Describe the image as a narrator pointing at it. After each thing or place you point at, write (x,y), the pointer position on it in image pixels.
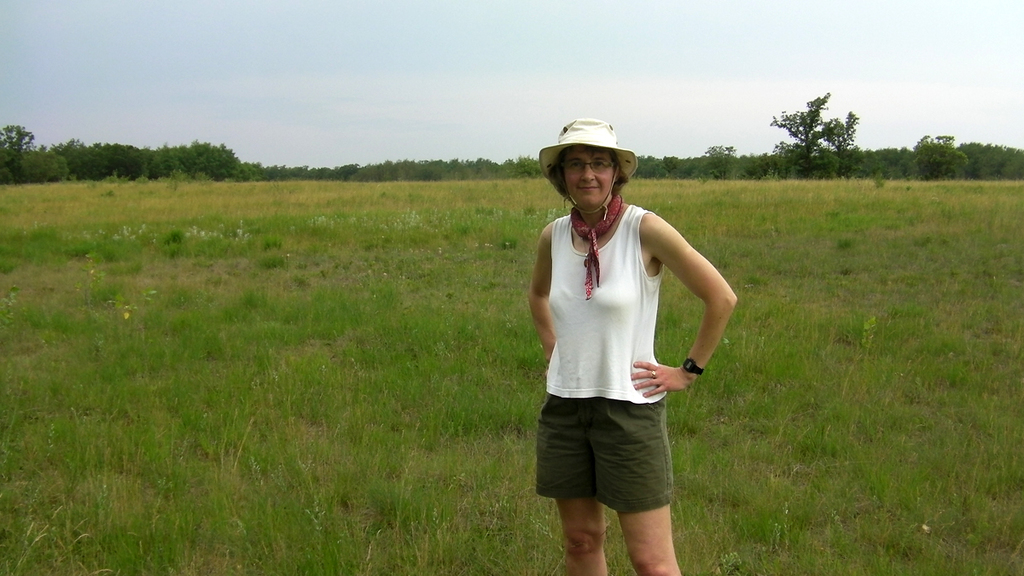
In this image I can see a woman (617,323) wearing white and green colored dress (609,319) and a hat (574,129) is standing. In the background (378,401) I can see the ground (365,378), some grass (336,319) on the ground (257,234), few trees (217,162) and the sky (415,96).
